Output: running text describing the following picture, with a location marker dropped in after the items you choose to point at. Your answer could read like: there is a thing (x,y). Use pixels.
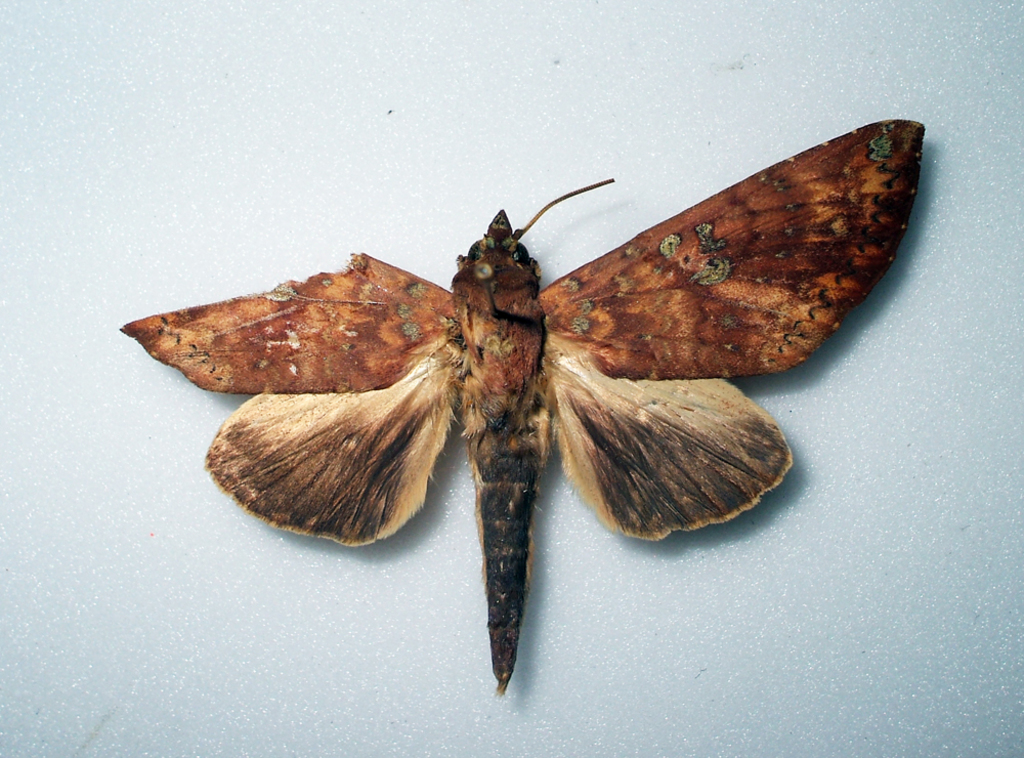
Here in this picture we can see sphinx (524,333) present over there.
